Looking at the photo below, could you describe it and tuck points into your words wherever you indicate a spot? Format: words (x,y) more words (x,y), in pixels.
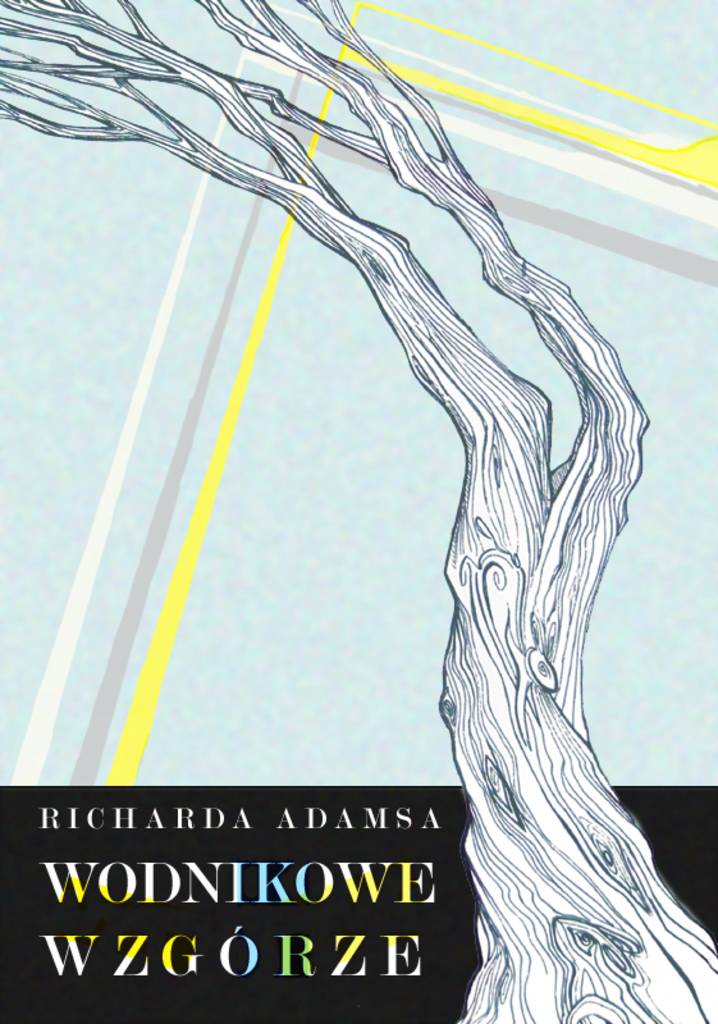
This picture shows a cartoon image of tree's trunk (513,535) and some branches (398,250), beside of this tree (570,942) there is a printed letters (190,900).
